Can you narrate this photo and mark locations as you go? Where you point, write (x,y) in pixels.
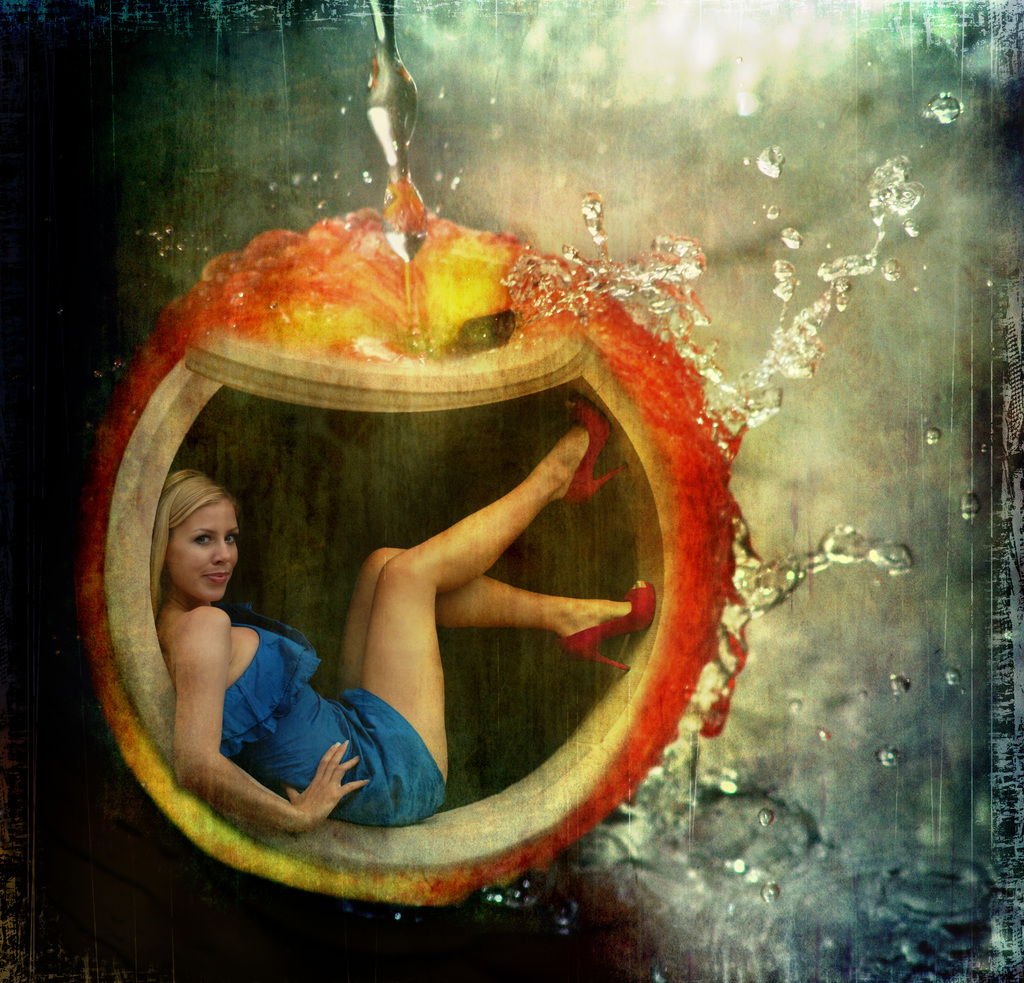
In this picture I can see the edited image in which I can see a woman (476,532).
